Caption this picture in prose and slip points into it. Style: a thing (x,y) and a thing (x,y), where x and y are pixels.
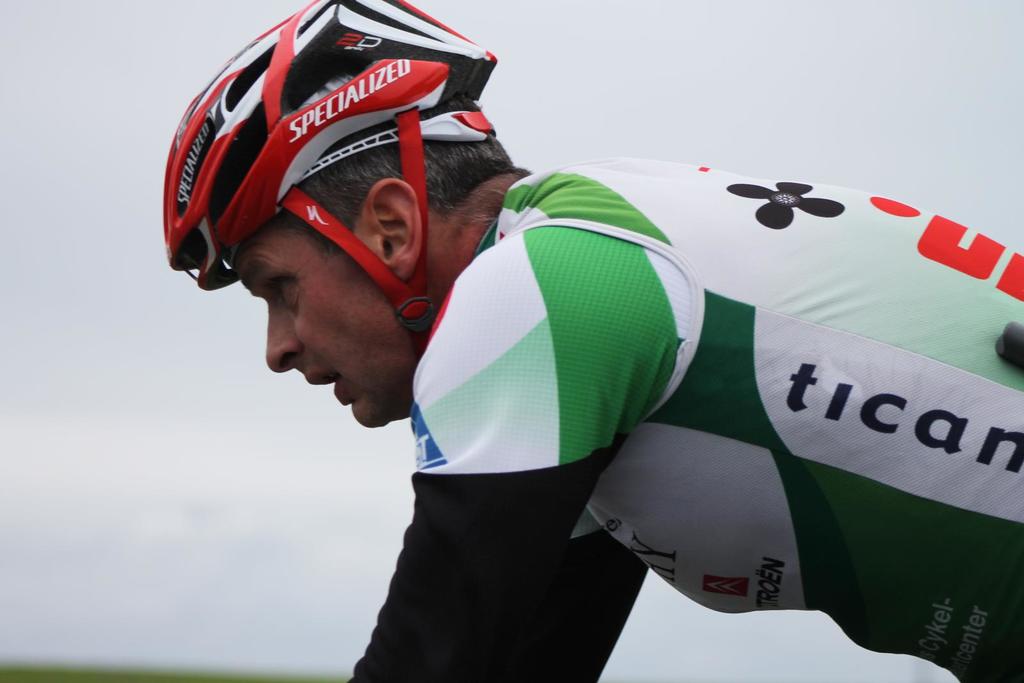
In this image there is a person (504,298) with a helmet (417,190), and there is white color background (26,148).
